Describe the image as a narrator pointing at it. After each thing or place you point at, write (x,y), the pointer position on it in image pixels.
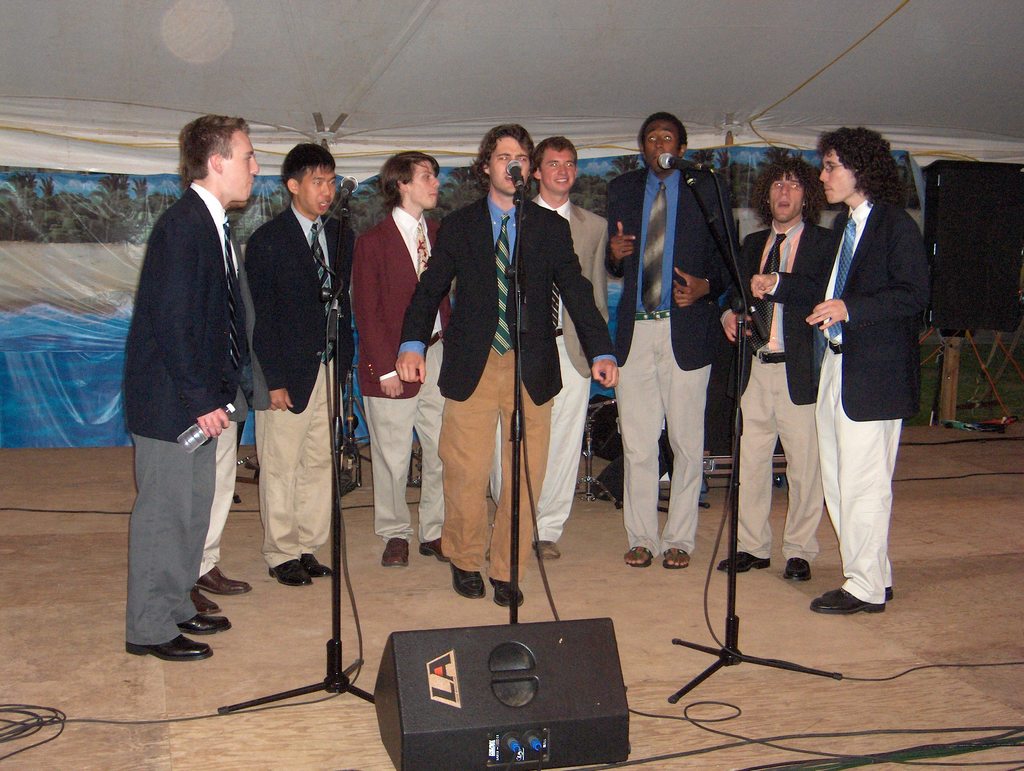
In the image there are few men (430,349) in suit (676,340) standing on stage (540,620) and singing on mic (509,169), behind them there are music instruments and above its a tent (384,75).
